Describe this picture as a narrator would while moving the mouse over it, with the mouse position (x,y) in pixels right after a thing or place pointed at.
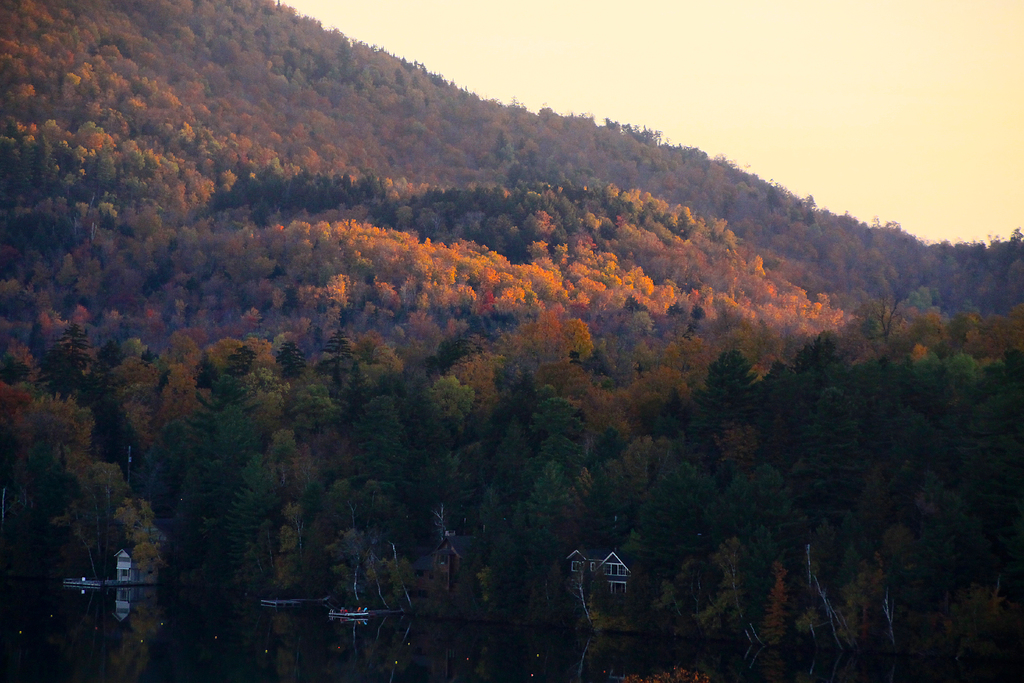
In this picture I can see there is a lake (124,593) and there is a boat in the lake (275,621) and there are buildings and there are trees (441,404) and there is a mountain (415,256).
